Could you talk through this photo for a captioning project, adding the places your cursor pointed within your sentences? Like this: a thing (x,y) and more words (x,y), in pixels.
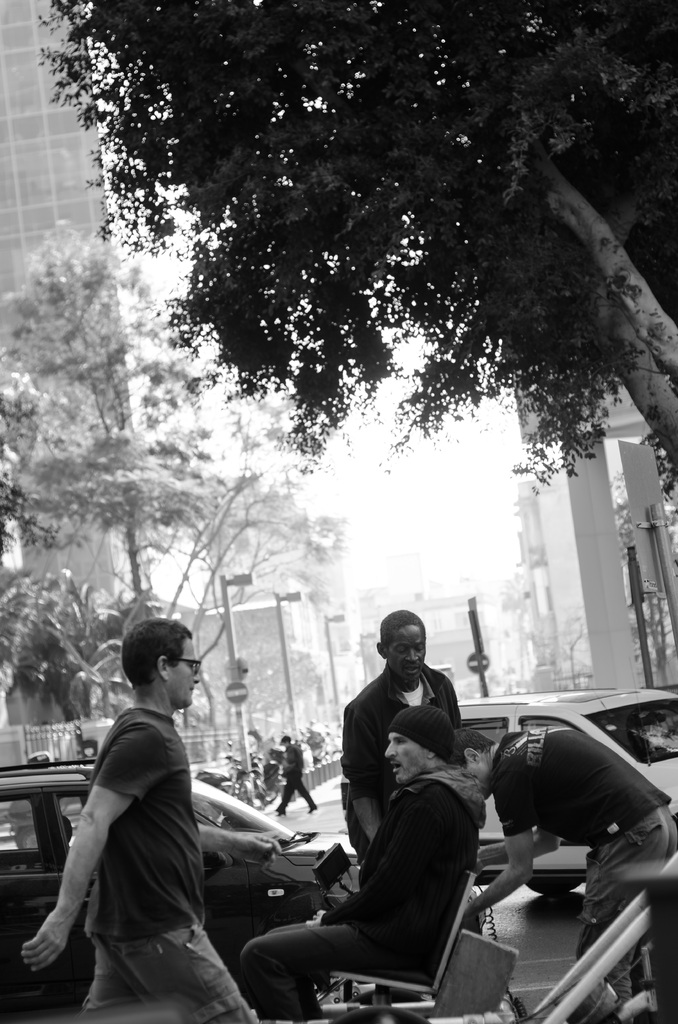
In this black and white picture there is a person (415,962) sitting on the chair (395,987). Few persons (135,906) are walking on the pavement (317,802). Few vehicles (223,790) are on the road (313,793). A person (288,761) is crossing the road (327,799). There are few poles (230,652), behind there are few vehicles (238,783). Left side (53,749) there is a fence (45,745). Behind there are few trees (76,674). Background there are few buildings (420,610). Right side (484,25) there is a tree (401,165). Few boards (649,571) are attached to the poles (642,602).
